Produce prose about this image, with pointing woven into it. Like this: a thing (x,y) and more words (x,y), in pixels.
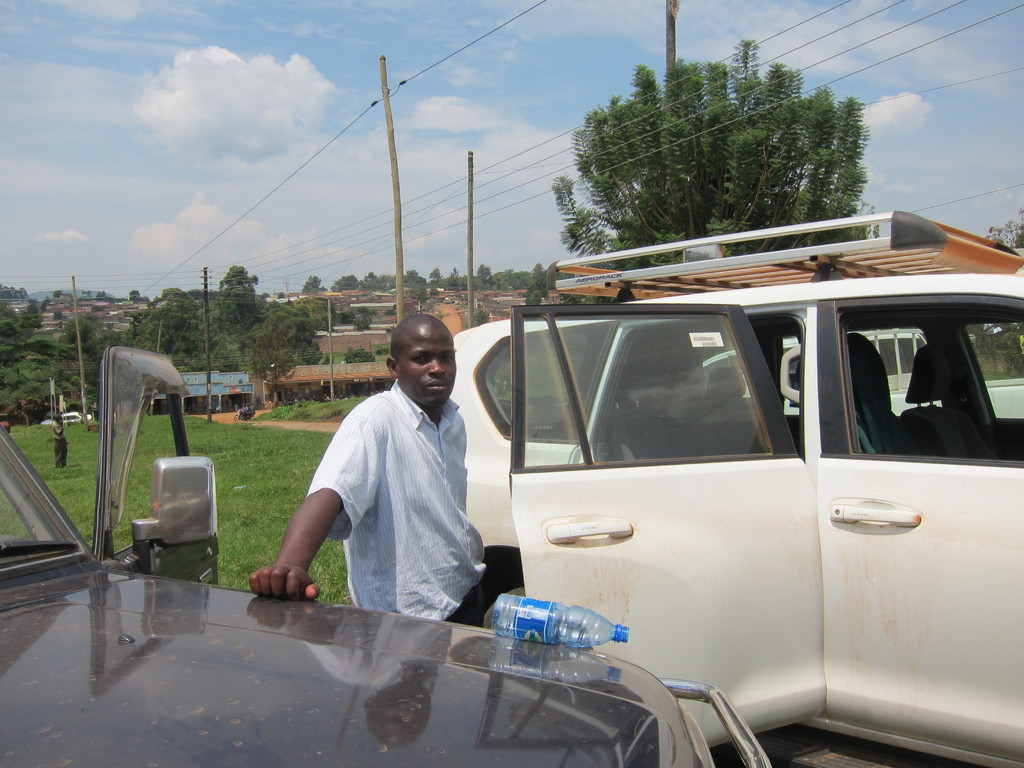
In this image there are cars (734,534) parked on the ground (259,483). The doors (812,705) of the car (581,526) are open. In the center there is a bottle (544,640) on the car (516,648). There is a man (436,530) standing in between the cars (470,477). Behind the man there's grass (246,476) on the ground (246,476). In the background (263,302) there are houses (356,299) and trees (192,296). There is a path (308,426) in the image. Beside the path (226,420) there are poles (209,406). At the top (209,88) there is the sky (168,94).
